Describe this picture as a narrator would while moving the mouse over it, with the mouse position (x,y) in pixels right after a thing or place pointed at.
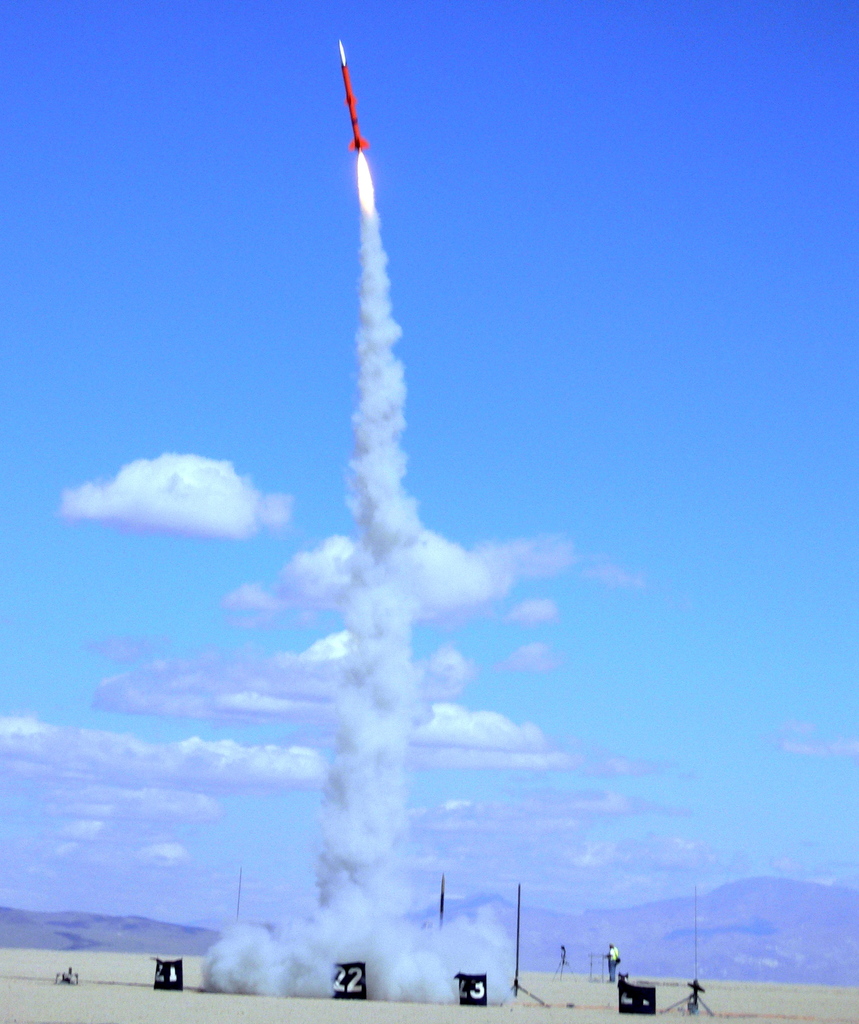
In the image there is a rocket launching into the sky (397,168), on the land (246,1012) there are boxes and a man (616,953) standing in the background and over the top it's sky (507,552) with clouds (204,525).
